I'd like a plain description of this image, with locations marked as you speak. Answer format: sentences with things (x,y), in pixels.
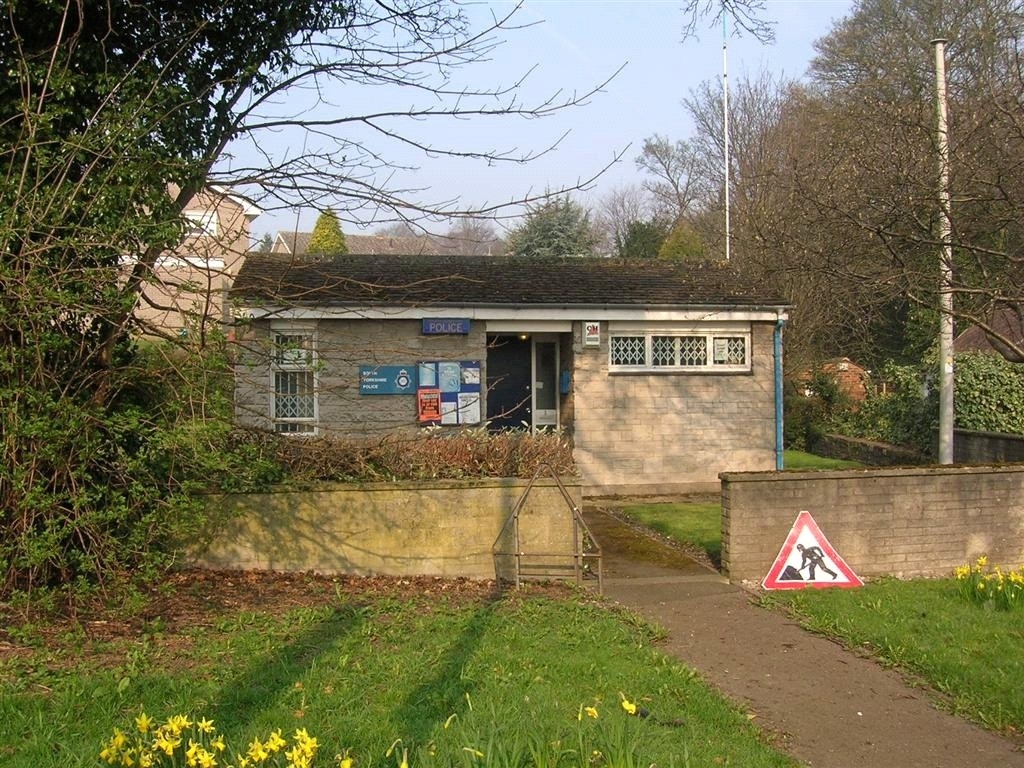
A police station (578,437) with windows (680,347). Boards (443,415) are on the wall (400,349). Background (220,234) there are houses (232,239) and trees (80,222). Here we can see signboard (792,565), grass (280,695), compound wall (549,517) and plants (89,237).
